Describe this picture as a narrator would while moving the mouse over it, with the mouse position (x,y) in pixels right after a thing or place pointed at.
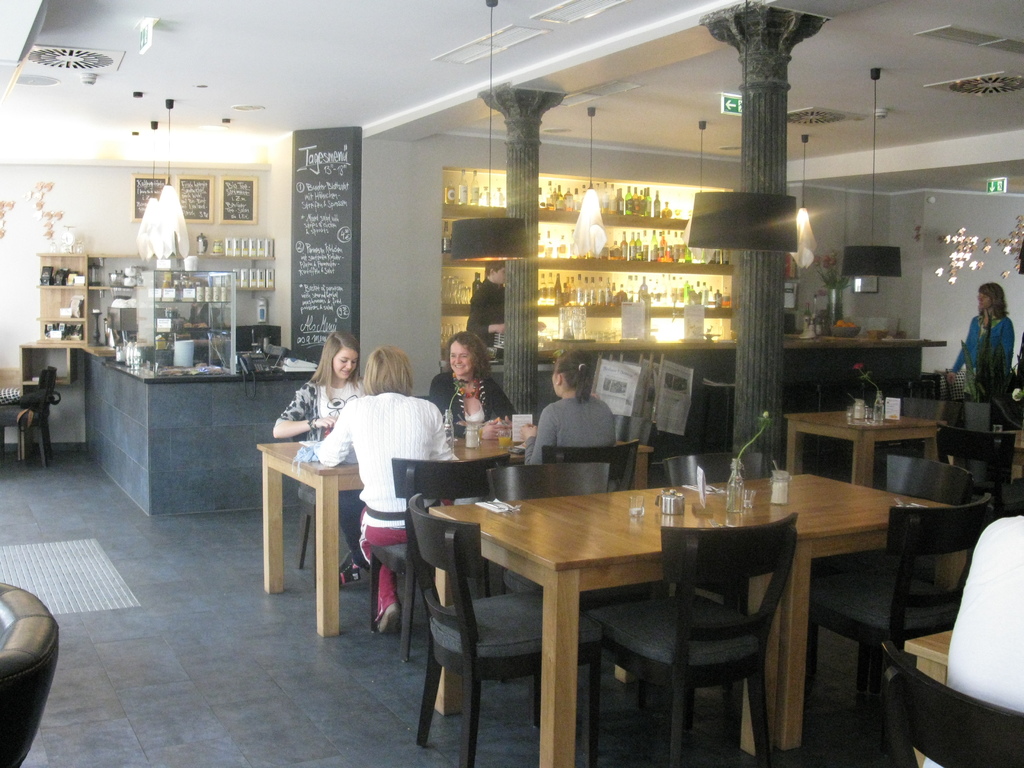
This is indoor picture. Here we can see exit board (742,105), pillars (758,144) and bottles (653,257) arranged in a rack (663,266). This is a platform (846,340). We can see persons (343,442) sitting on chairs (602,455) in front of a table (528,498) and on the table (526,506) we can see a flower vase (464,381), bottles (476,427) and glasses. This is a floor (154,603). This is a blackboard (335,227). this is a floor mat (110,572).
